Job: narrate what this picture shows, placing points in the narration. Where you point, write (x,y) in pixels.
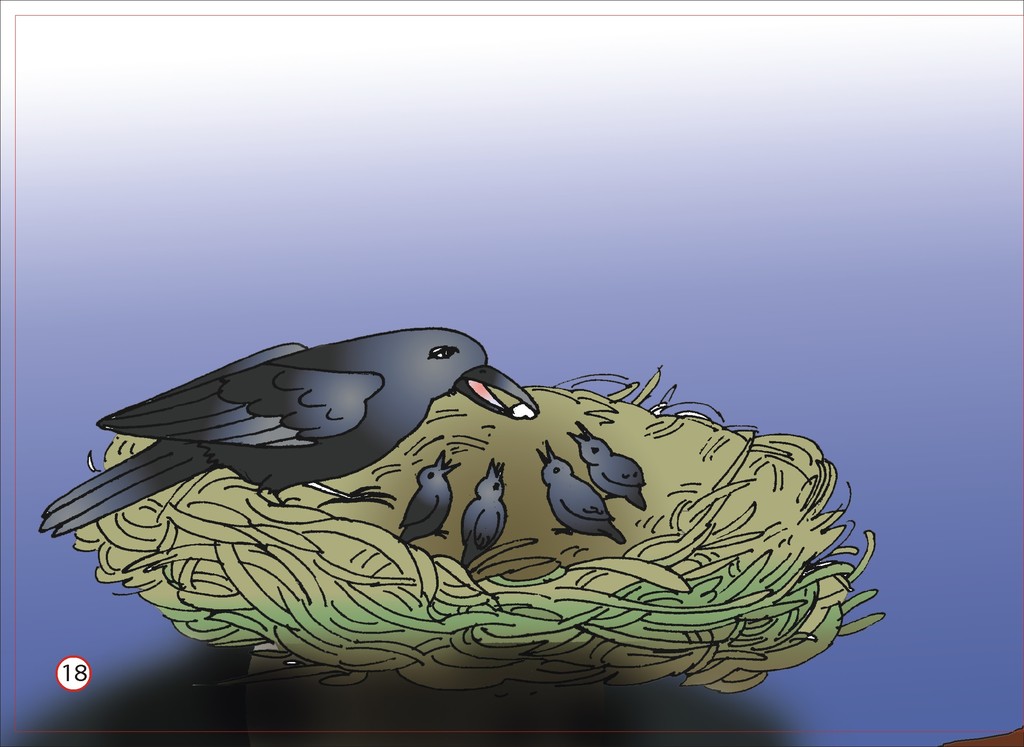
In this image we can see the animated picture of birds (301,427) standing on the nest (720,518).
